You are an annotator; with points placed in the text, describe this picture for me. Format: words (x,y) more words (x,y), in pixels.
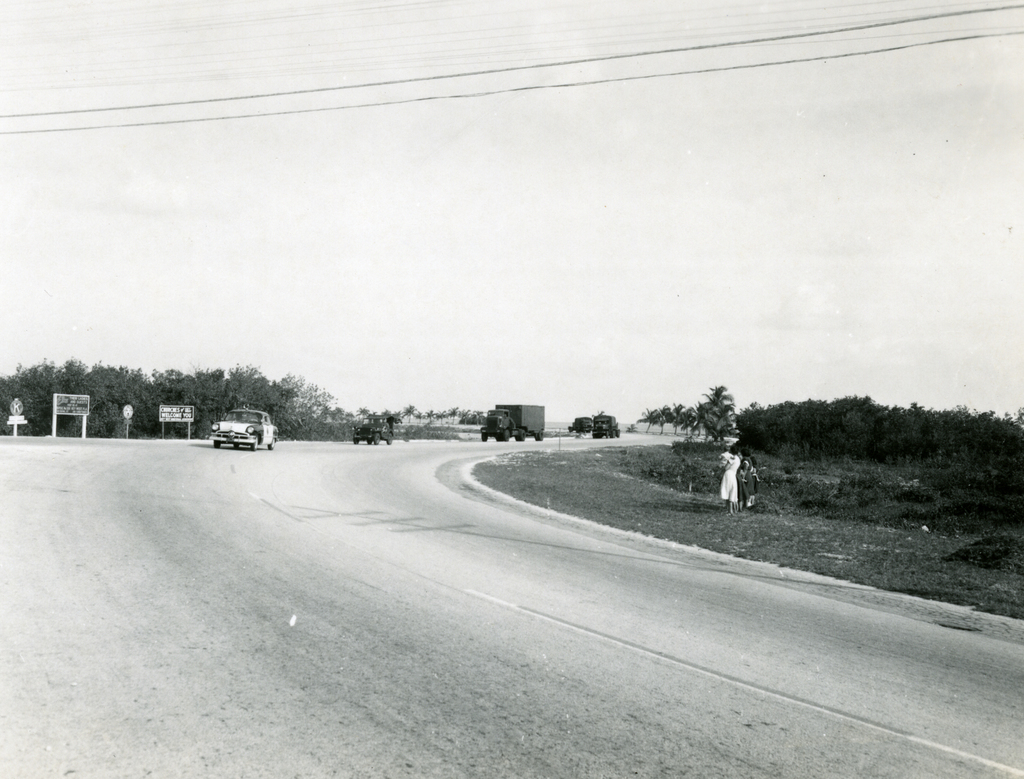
There is a road (362,466) on which, there are vehicles (511,414). On the right side (775,534), there are persons (750,492) on the grass (764,518) on the ground (816,521). In the background (879,429), there are trees (117,389), hoardings (59,407), signboards (84,396), cables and there are clouds (493,177) in the sky (514,244).
